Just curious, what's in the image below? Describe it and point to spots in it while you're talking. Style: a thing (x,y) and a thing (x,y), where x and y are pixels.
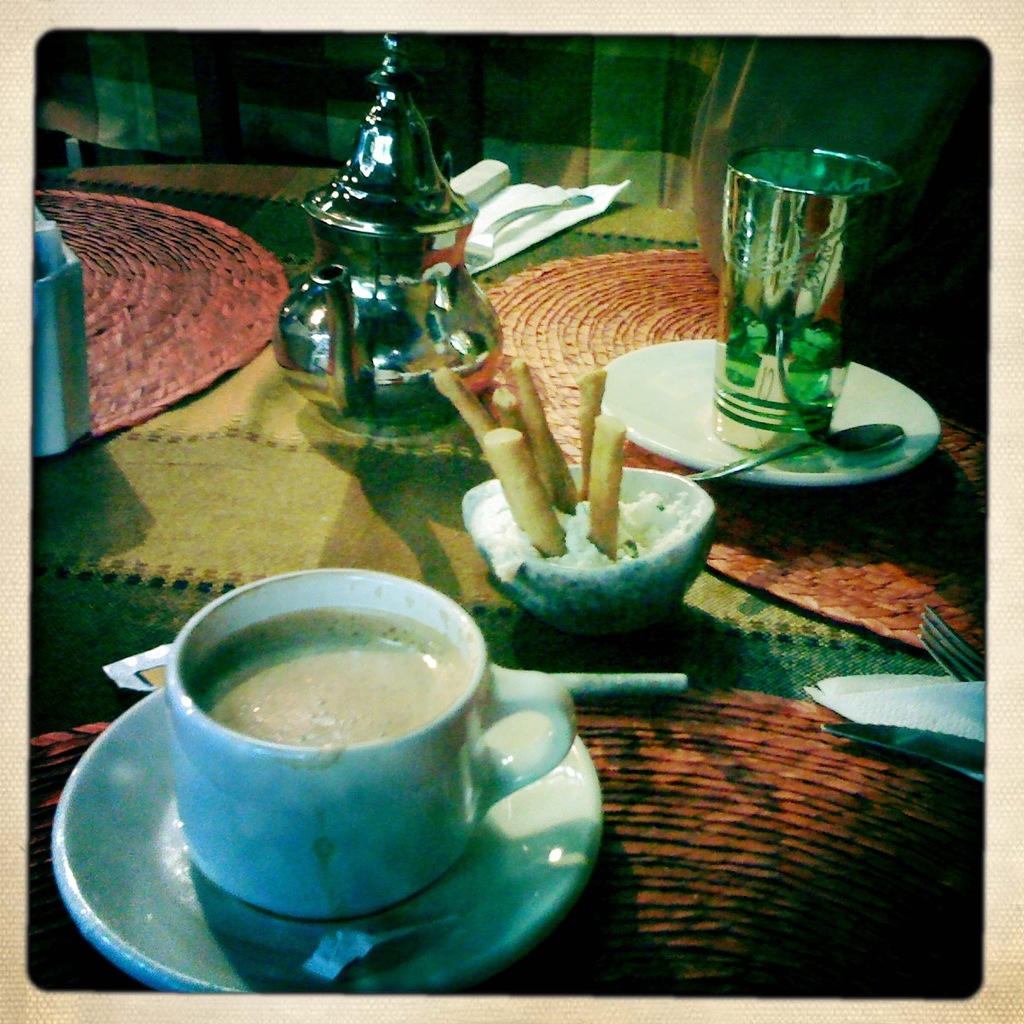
In this image, we can see table (258,459). There are few items (805,343) are placed on it. Cup (517,684), saucer (517,805), bowl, spoon (762,456), glass (759,330), teapot (448,308), fork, tissue (885,707) and table mats (813,570), cloth (806,670).
